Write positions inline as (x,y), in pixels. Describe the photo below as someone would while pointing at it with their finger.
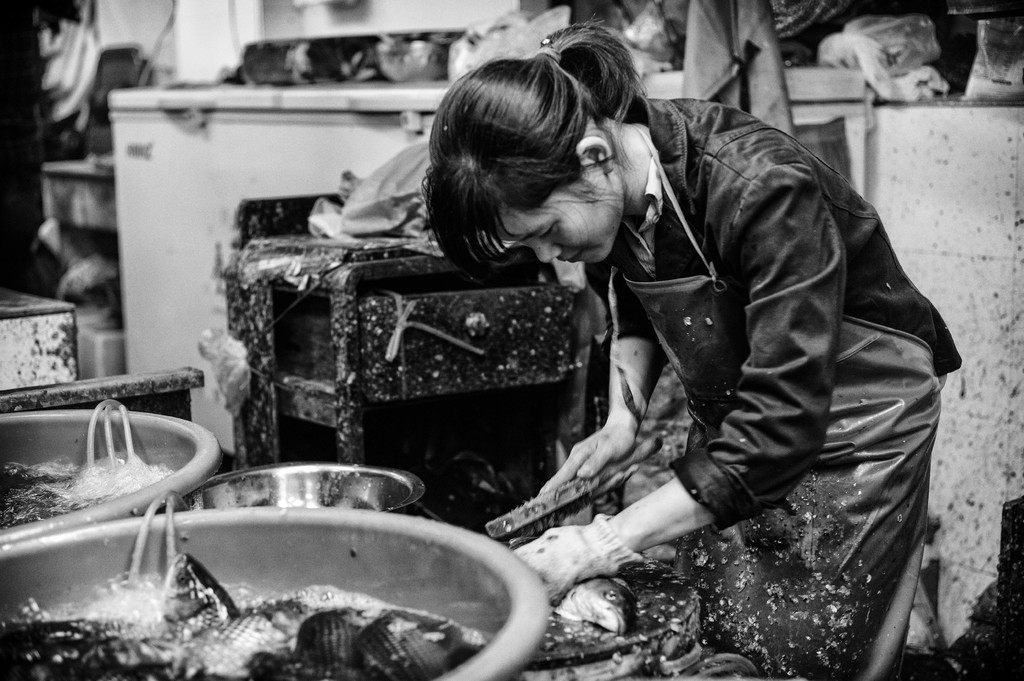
In this picture I can see a woman (712,630) standing and holding a knife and a fish (572,620), which is on the board (635,630), and there are some items (168,664) and water (181,648) in the tubs (294,534), and in the background (334,170) there are some other objects (404,93).
